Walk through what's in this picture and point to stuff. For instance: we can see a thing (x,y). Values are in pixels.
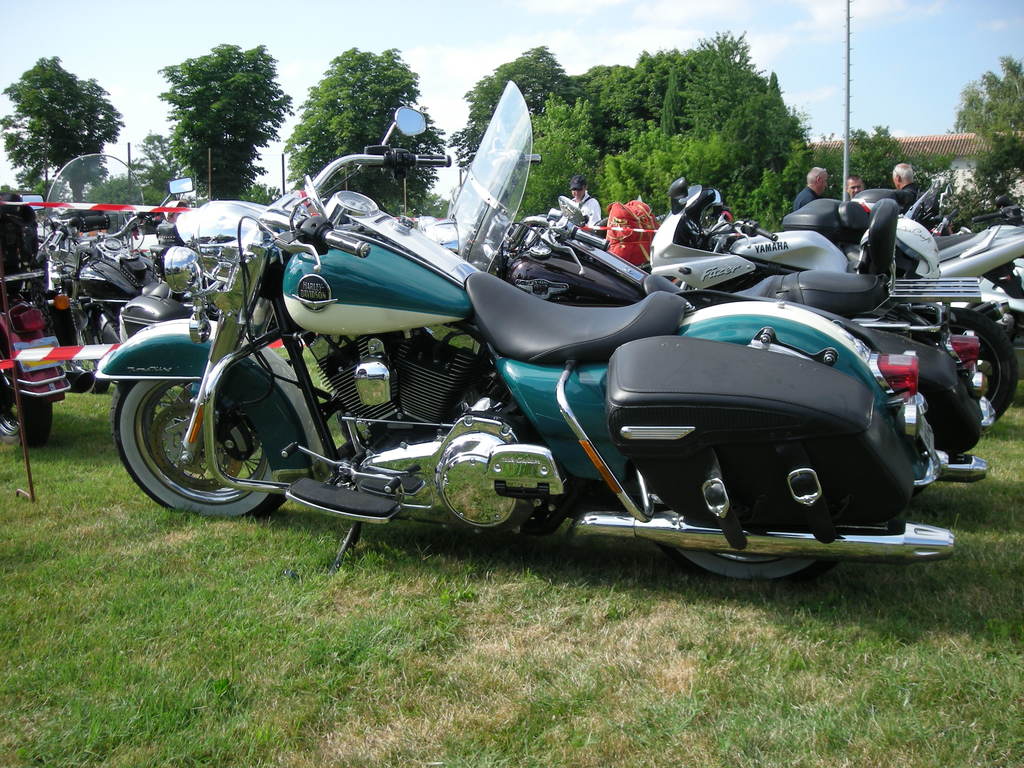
This is an outside view. In this image I can see many bikes (440,366) on the ground (225,620). Behind the bikes (873,191) there are four men (802,196) standing. In the background (580,123) there are many trees (612,122). On the right side (844,89) there is a pole (844,70). At the top of the image (246,10) I can see the sky (607,41) and clouds (648,36). At the bottom (300,667), I can see the grass (437,654).
